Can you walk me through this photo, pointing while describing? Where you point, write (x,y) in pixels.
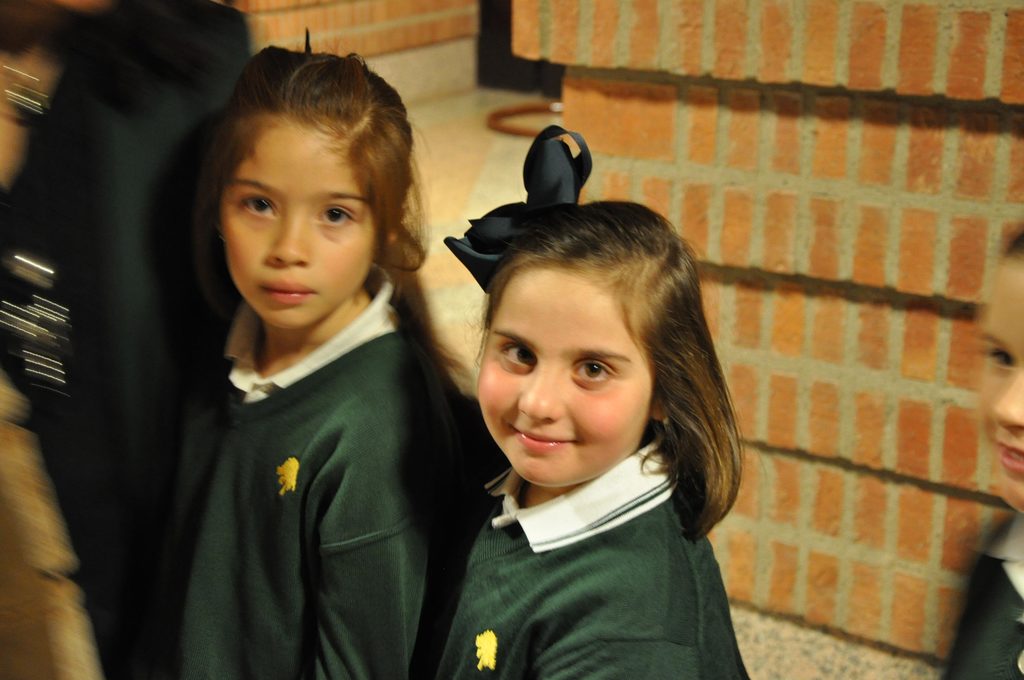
In this image we can see girls (565,424) standing. In the background (810,512) there is a brick wall (799,174).
